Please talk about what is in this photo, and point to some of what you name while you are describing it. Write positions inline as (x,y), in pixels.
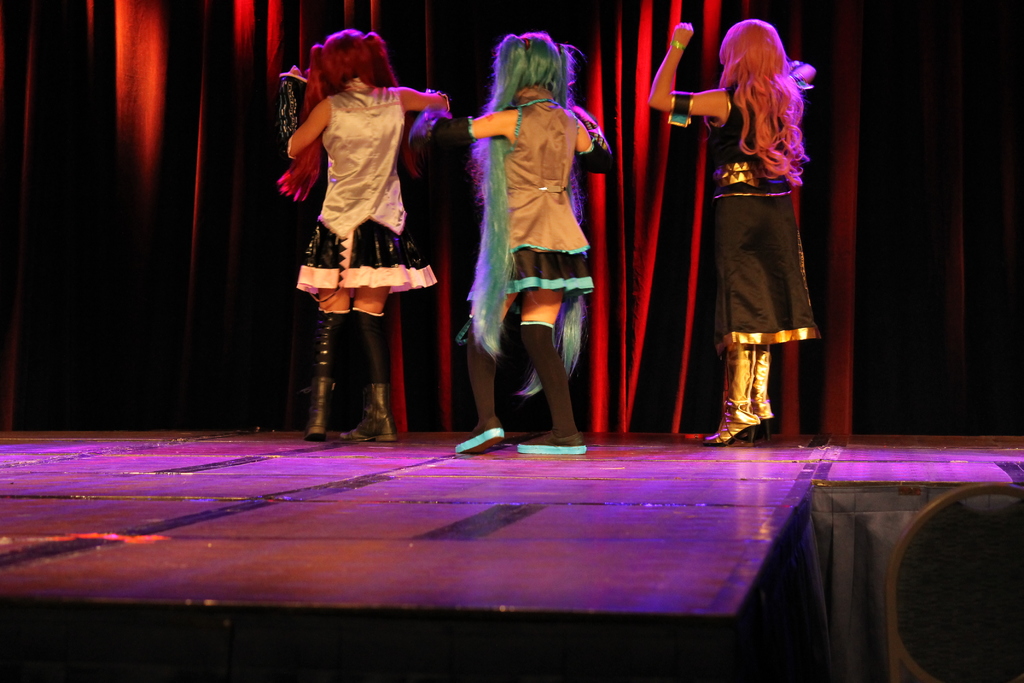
This is an image clicked in the dark. Here I can see three women (359,179) wearing costume (365,194), standing on the stage (347,477) facing towards the back side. It seems like they are dancing. In the background (343,26), I can see a curtain (603,91).
